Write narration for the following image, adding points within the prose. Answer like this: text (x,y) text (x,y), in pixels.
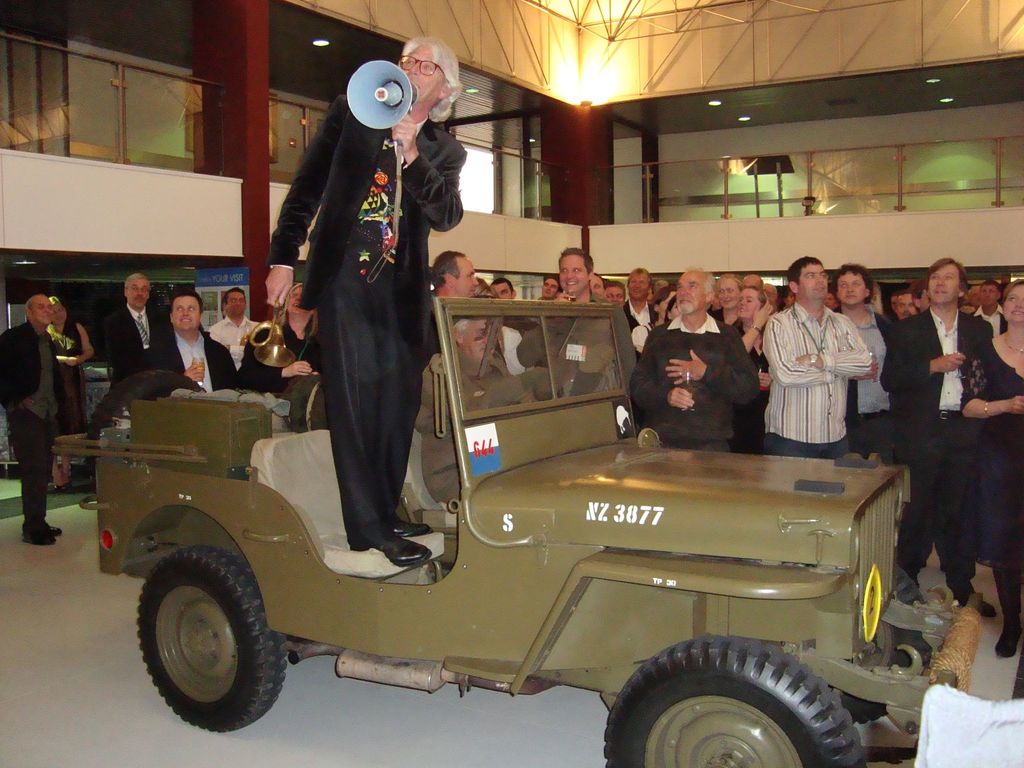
In this image there is a person (365,444) standing on the seat (275,447) of the car (853,591) and holding a megaphone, and at the background (1018,433) there are group of people (459,322) standing, lights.
